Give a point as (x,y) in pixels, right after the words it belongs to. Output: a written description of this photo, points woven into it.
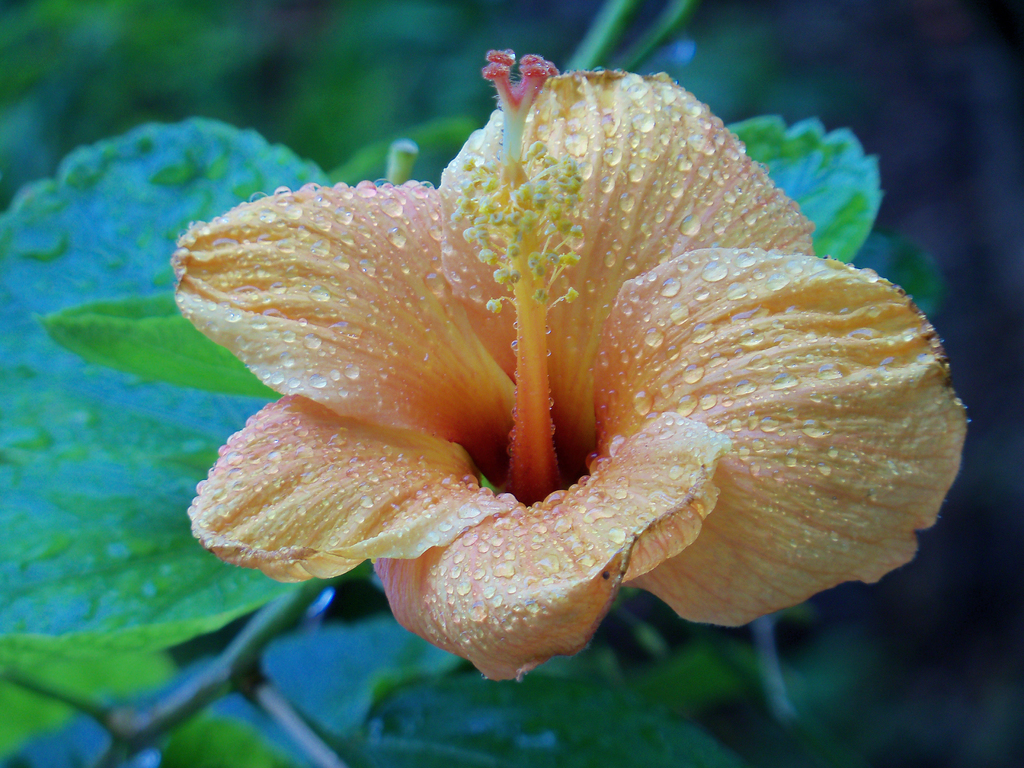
Here I can see a plant (256,684) along with the flower (426,297) and leaves (151,519). On the flower (546,239) and leaves (82,402) I can see the water drops (331,277). The background (399,41) is blurred.
